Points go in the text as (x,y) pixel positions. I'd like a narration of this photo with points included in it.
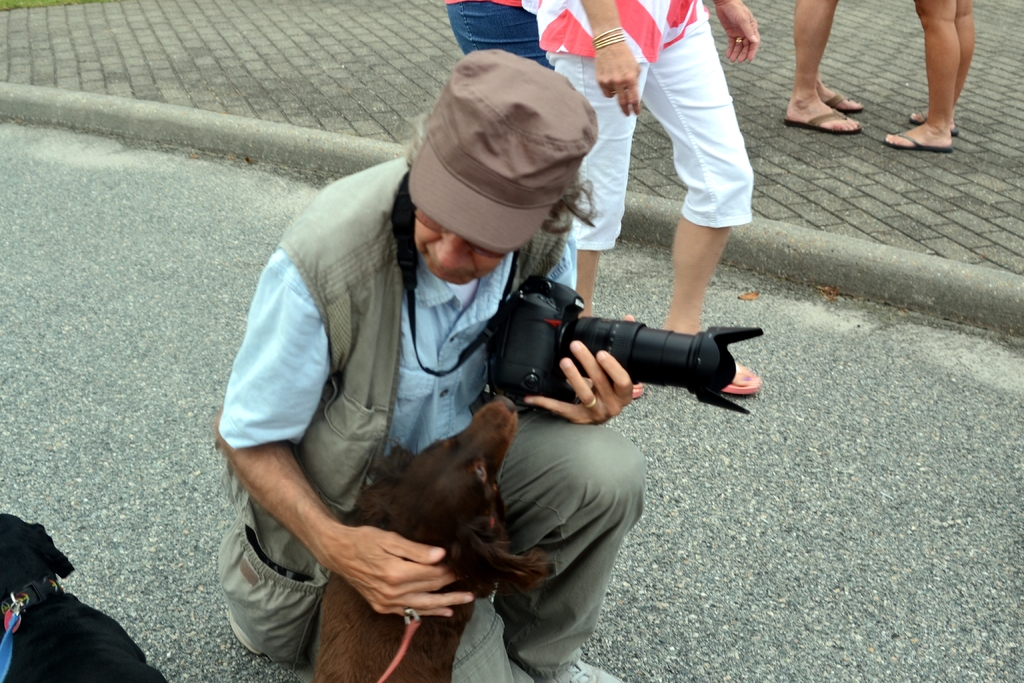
In this picture we can find a man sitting and holding a dog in one hand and camera (698,346) in other hand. He is wearing a cap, just beside to that man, we can find another persons (727,144) walking and standing.
